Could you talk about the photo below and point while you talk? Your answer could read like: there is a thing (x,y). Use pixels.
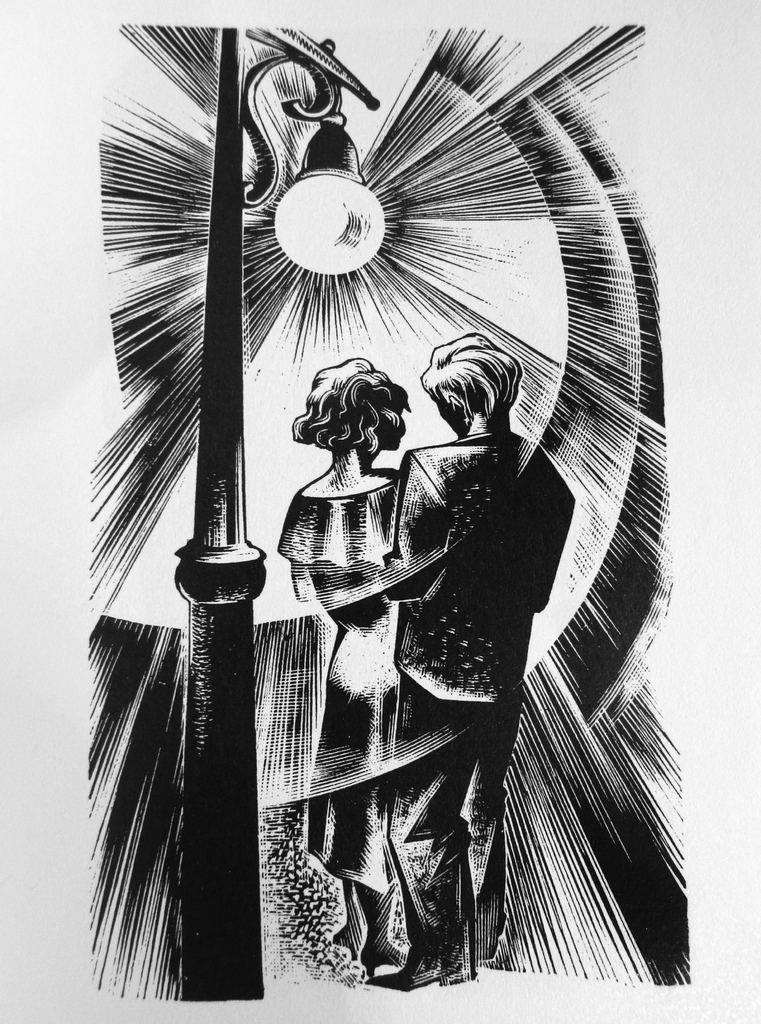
In this picture, we can see a black and white art (572,109) of two persons (334,729) and we can see the pole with light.
